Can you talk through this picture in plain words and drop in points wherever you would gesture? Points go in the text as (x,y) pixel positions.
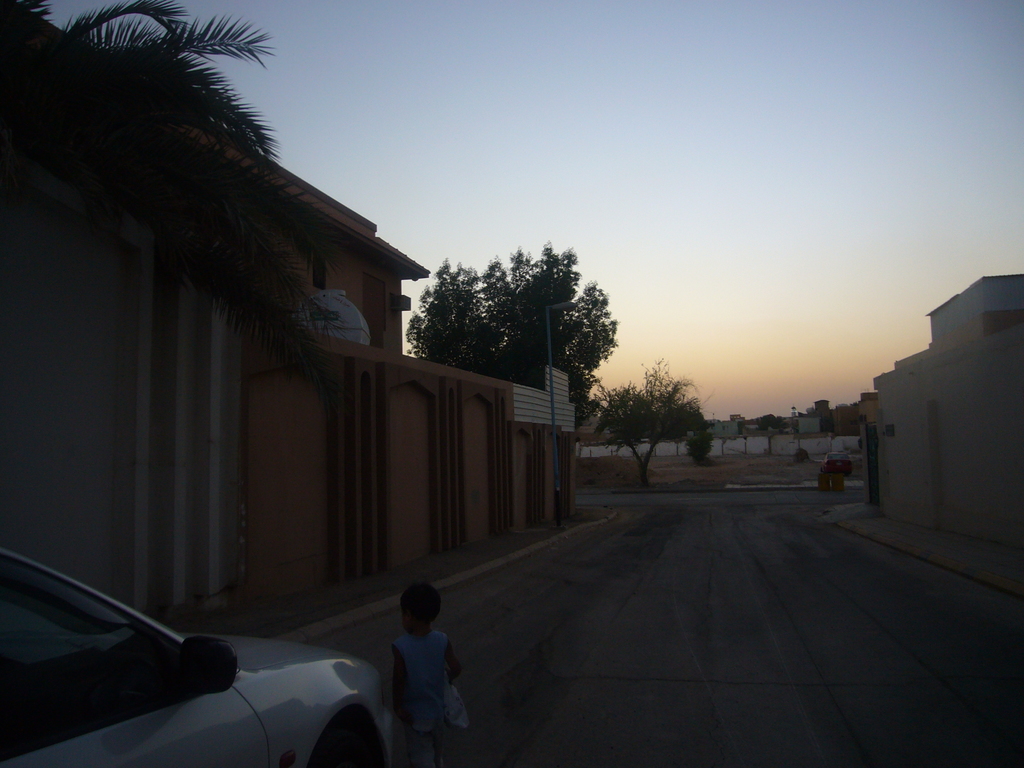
A car (157,649) is on the road (818,611), a girl (439,684) is standing, here there is house (429,485), where there are trees (595,354) and a sky (664,166).
